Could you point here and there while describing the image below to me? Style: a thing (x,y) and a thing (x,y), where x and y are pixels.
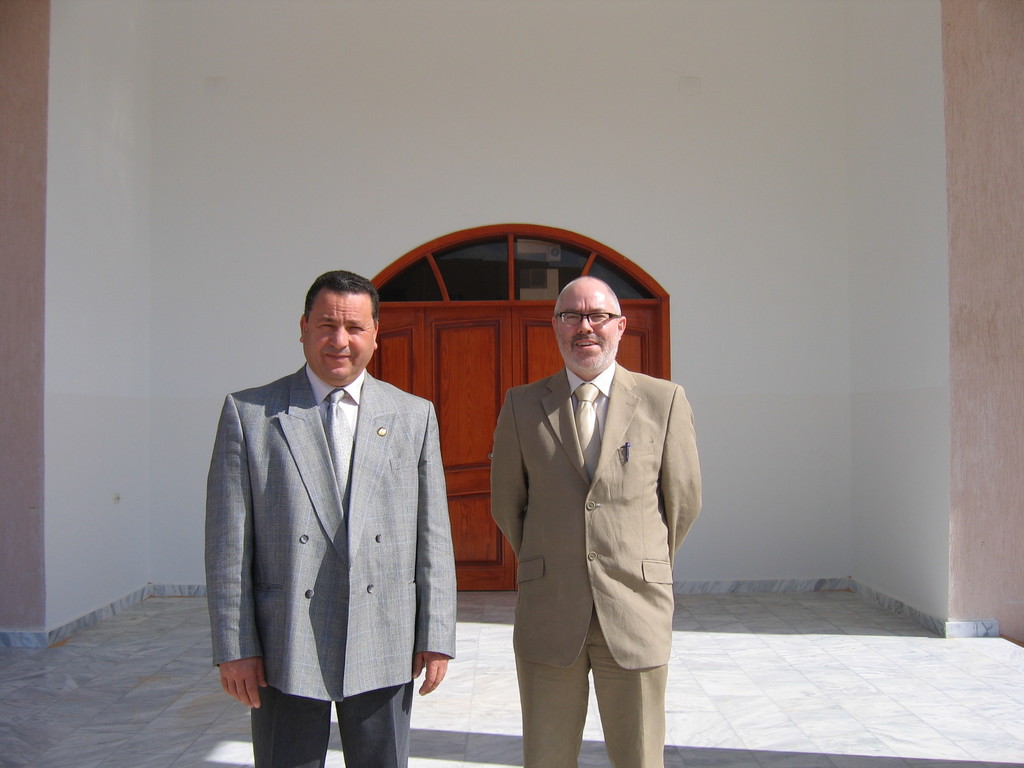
In the foreground (369,424) I can see two persons (662,530) are standing on the floor (737,711). In the background (701,304) I can see a wall (684,304) and door (510,298). This image is taken may be during a day.
